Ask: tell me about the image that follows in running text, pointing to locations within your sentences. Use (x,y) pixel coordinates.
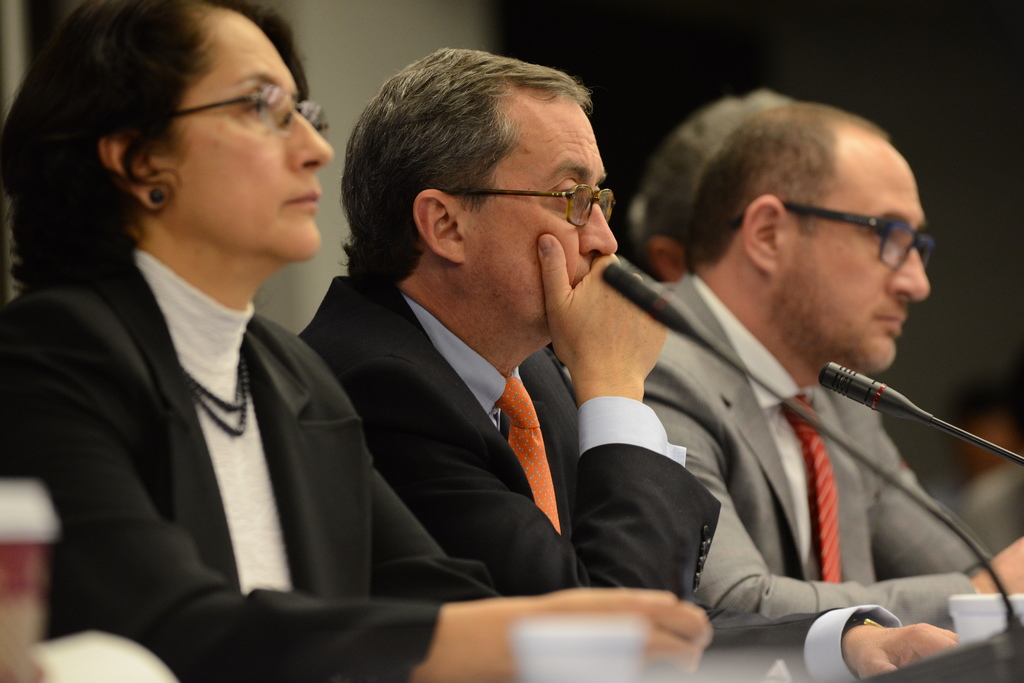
In this image I can see few people (469,401) and I can see all of them are wearing formal dress (139,502) and specs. In the front of them I can see few glasses (33,538) and two mics (891,401). I can also see this image is little bit blurry in the background (954,301).
